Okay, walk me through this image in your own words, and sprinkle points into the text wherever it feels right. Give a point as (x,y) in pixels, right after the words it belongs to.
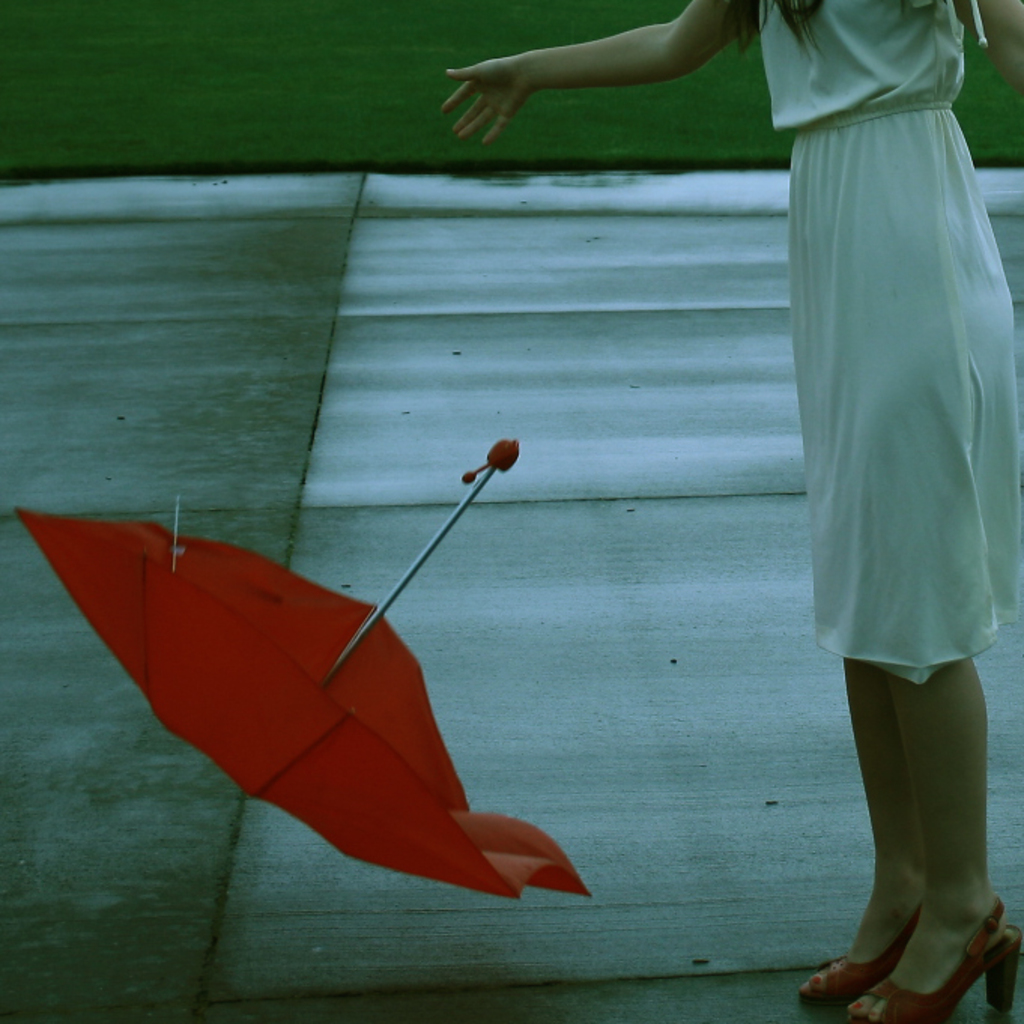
On the right side (821,367), we see the woman (873,270) in white dress (924,199) is standing. In front of her, we see a red umbrella (345,622). She is trying to hold the umbrella (456,785). At the bottom (581,822), we see the road (588,795). At the top (245,133), we see the grass (242,69).
